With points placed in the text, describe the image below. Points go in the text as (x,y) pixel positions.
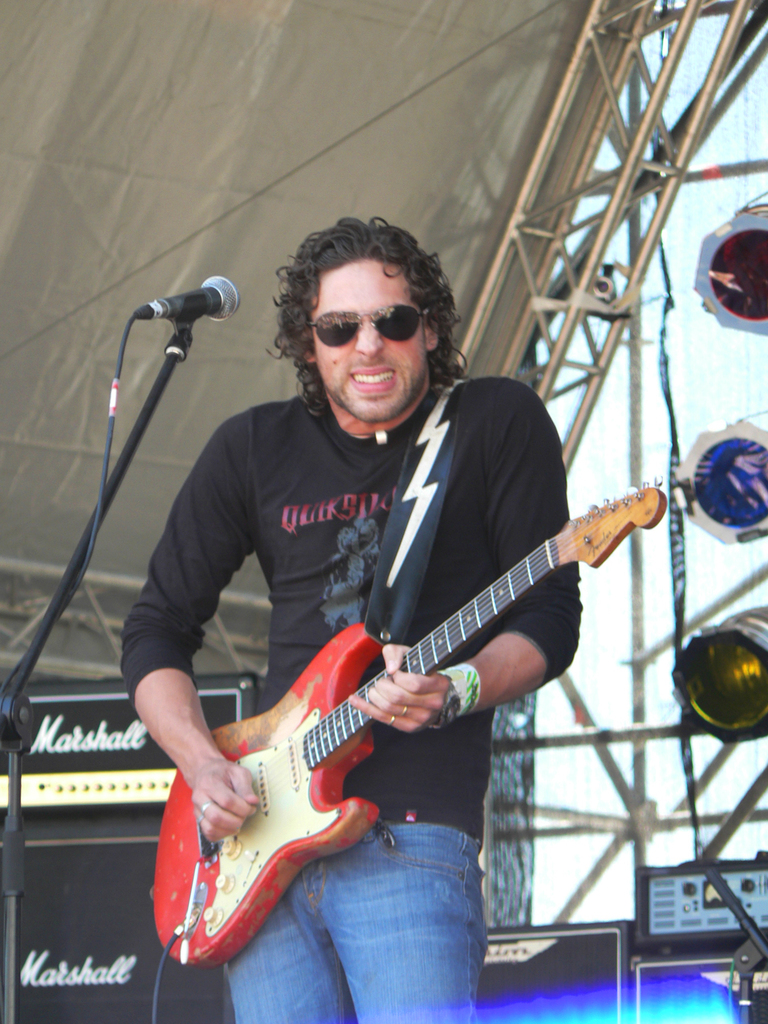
A man (399,886) is standing and holding the guitar (331,837) with his hands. There is a microphone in the left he wear a black T-Shirt (260,521).
